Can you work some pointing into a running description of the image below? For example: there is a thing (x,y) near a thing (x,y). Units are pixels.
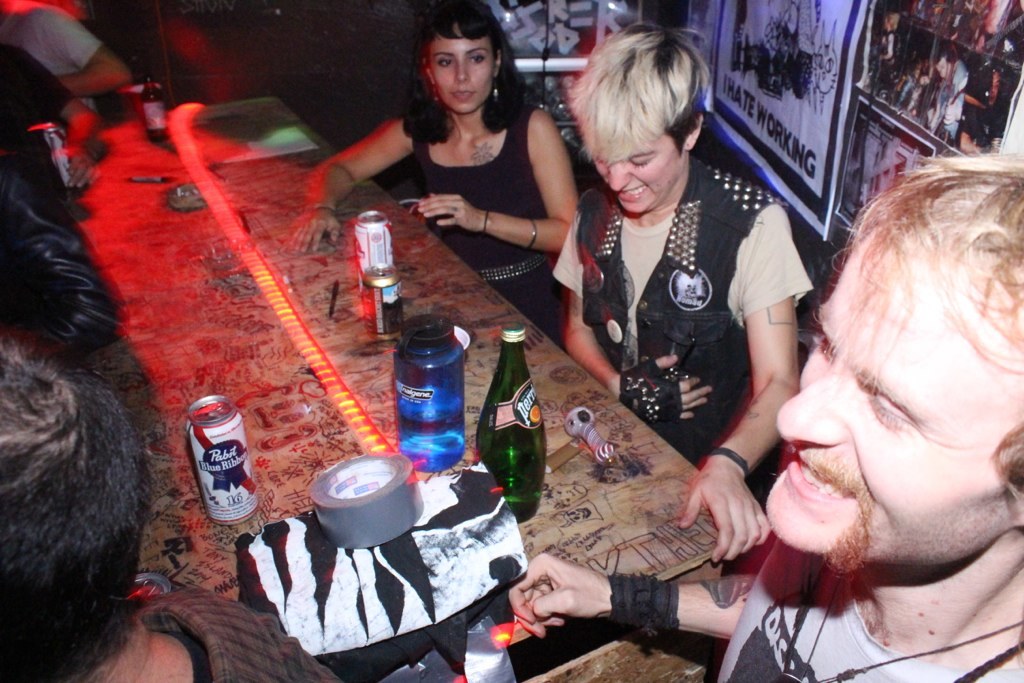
In this image we can see few people (842,478). There is a table (198,379). On the table (252,387) there are bottles (449,391), cans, tape (362,481) and some other items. Also there is a wall (694,21) with posters (797,53).
